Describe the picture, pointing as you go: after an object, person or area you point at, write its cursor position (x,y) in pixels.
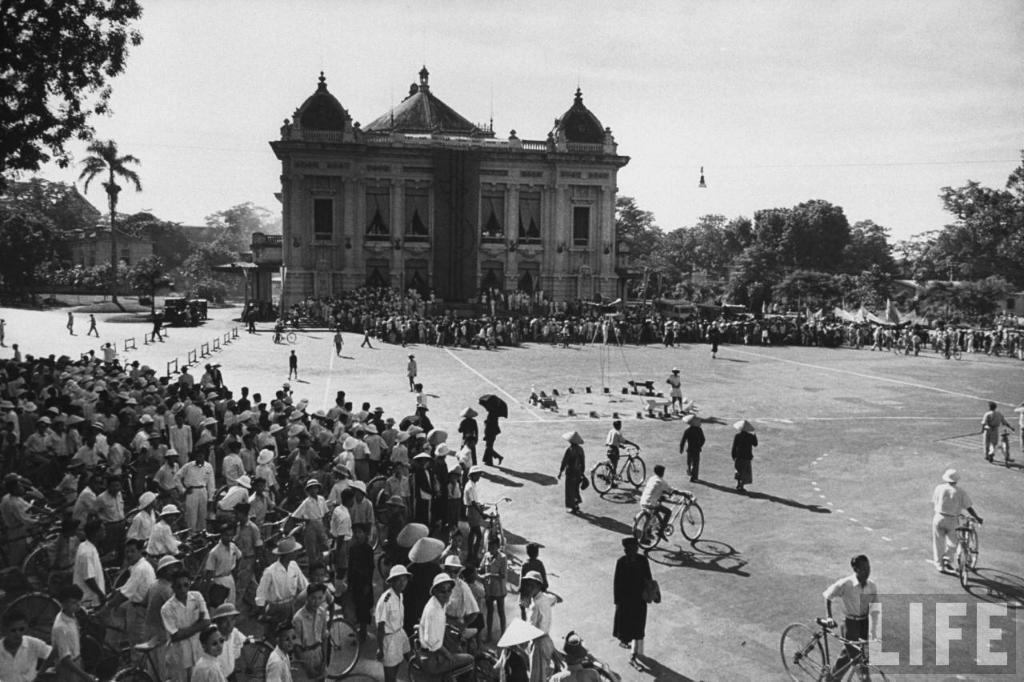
In this image we can see few people (315,489) standing on the road (431,348) and few people (503,330) standing in front of the building (480,209), some of them are holding bicycles (640,458) and a person (661,527) is riding a cycle (659,540), there are few objects (549,399) in the middle of the road (607,398) and railings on the road (192,365), there are few trees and the sky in the background (740,252).
